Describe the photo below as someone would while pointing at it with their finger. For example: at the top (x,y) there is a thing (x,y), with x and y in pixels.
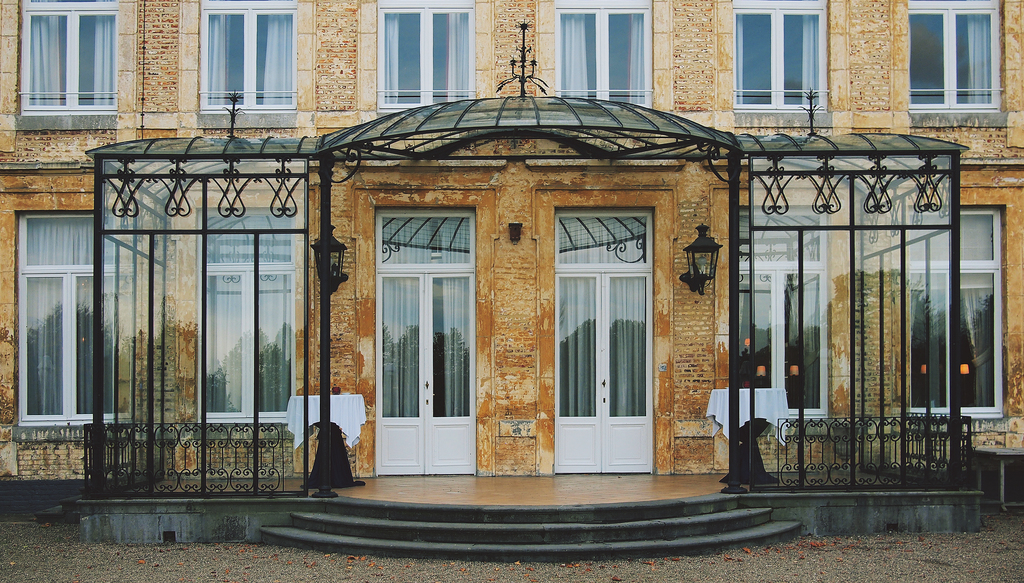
In this picture I can see a building (404,281) which has doors (437,408), windows (770,335), a fence (160,450), curtains (396,404) and other objects (319,494). Here I can see some steps (555,526).
